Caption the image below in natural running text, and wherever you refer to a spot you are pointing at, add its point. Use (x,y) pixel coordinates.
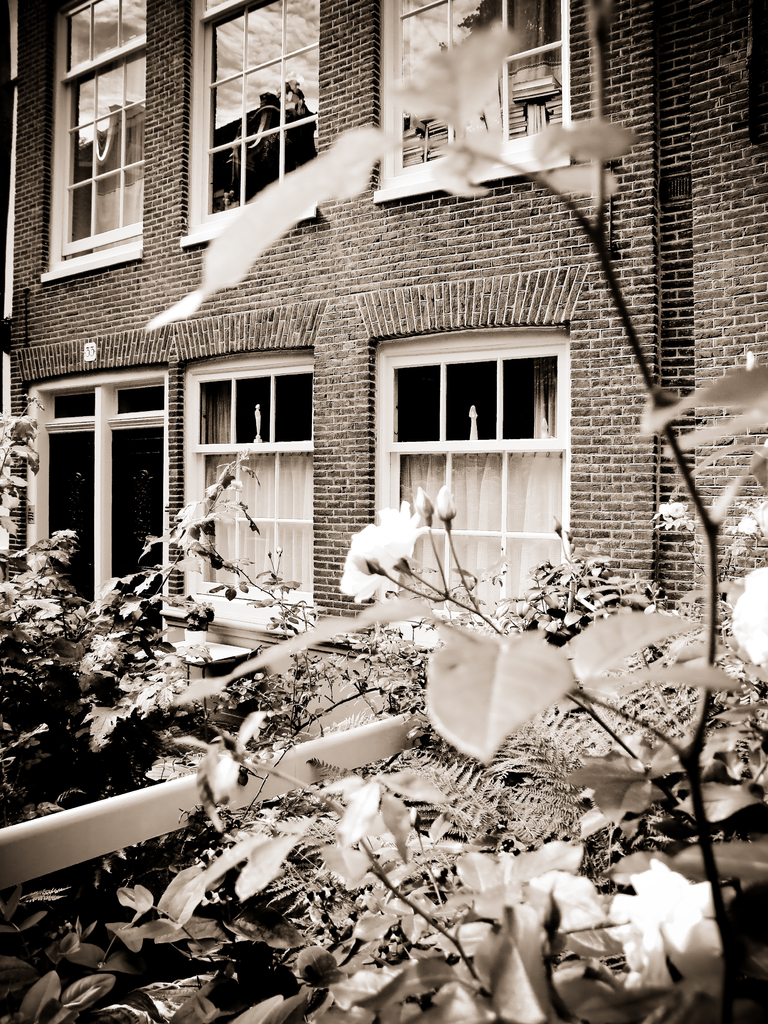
In this image in the front (451,812) there are flowers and plants (159,741). In the background (233,345) there is a building (267,292) and there are windows (274,373).
